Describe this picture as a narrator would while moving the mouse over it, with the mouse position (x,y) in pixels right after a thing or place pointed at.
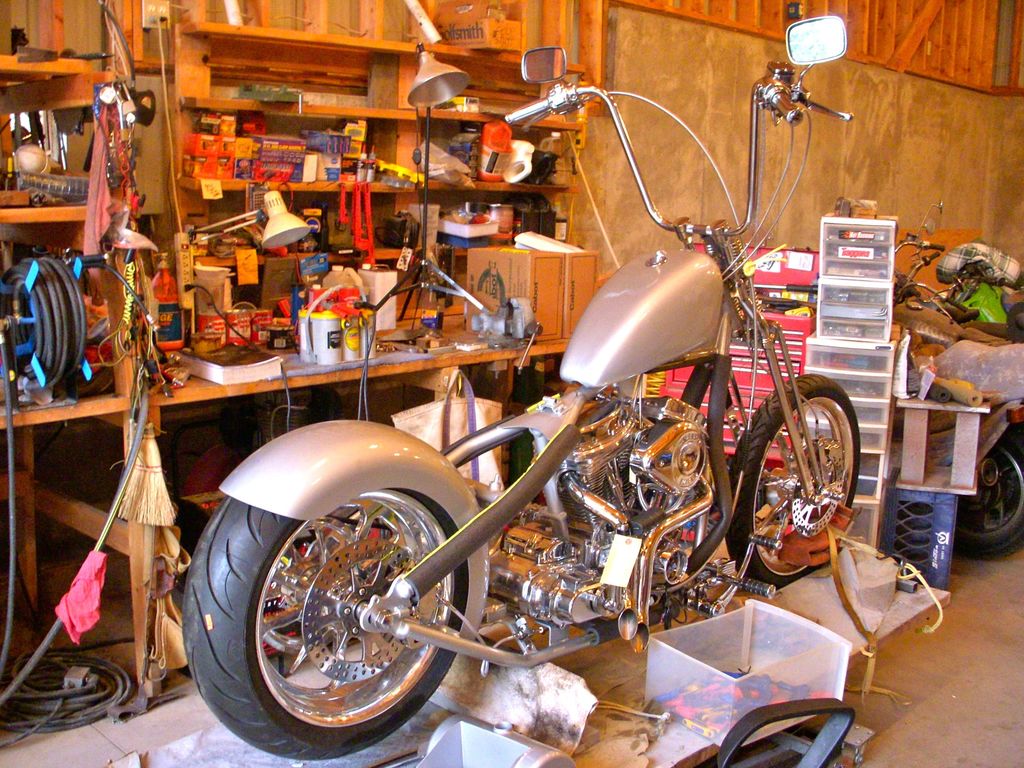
In this picture there is a chopper (716,333) in the center of the image (586,357) and there is a rack (30,223) behind the bike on which there are tools (399,232) and other items (482,233), there are other bikes (970,302) on the right side of the image (993,534) and there are tool boxes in the image.
